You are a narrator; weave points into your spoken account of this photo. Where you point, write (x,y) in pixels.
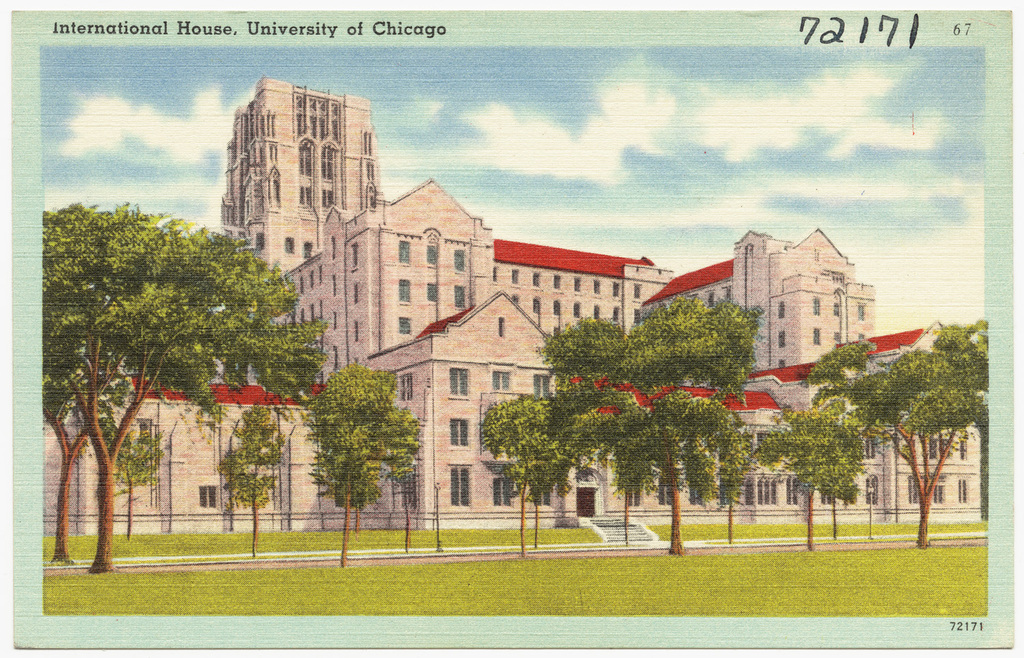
This is a poster (488,442), in this poster (486,443) we can see buildings (482,456), trees (517,418) and sky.
